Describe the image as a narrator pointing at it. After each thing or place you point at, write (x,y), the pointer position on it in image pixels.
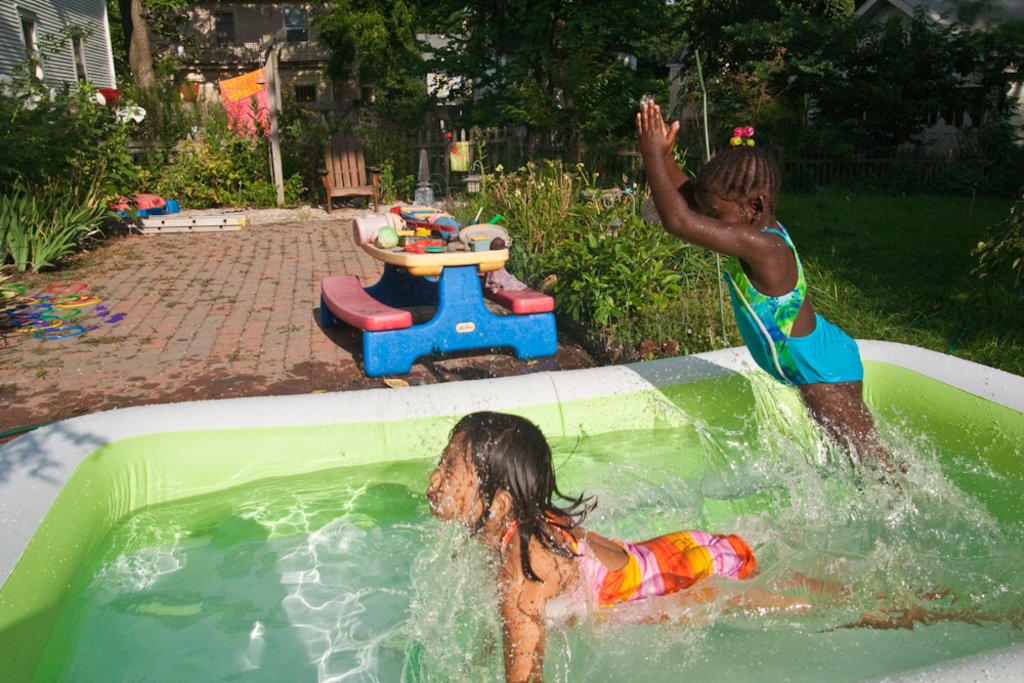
In this image, we can see two kids (558,518), one kid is swimming in the water (467,575), there are some green color plants (541,201) and trees (734,47), we can see a floor (114,328).
